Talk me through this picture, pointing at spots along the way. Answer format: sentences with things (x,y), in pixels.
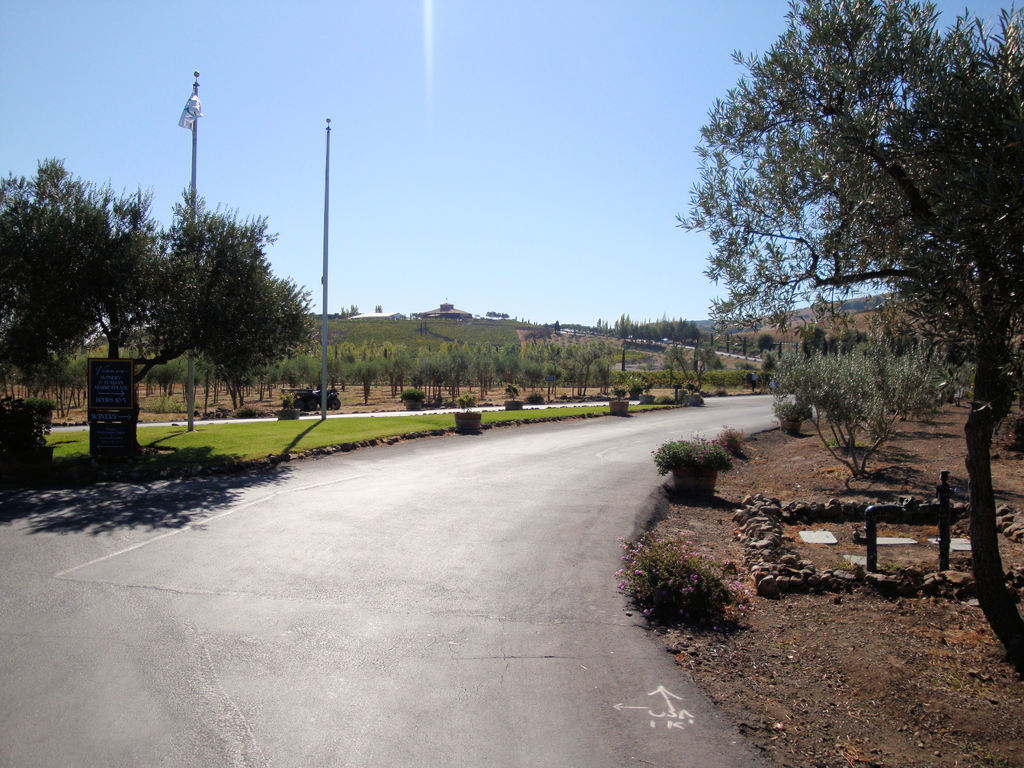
In this image, this looks like a road (434,707). I can see the trees (691,341). I think these are the flower pots (626,411) with the plants (703,462). This is a board (126,370). These are the poles (324,355). In the background (451,318), I think these are the houses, which are on a hill (405,332). This is the sky (594,170).
